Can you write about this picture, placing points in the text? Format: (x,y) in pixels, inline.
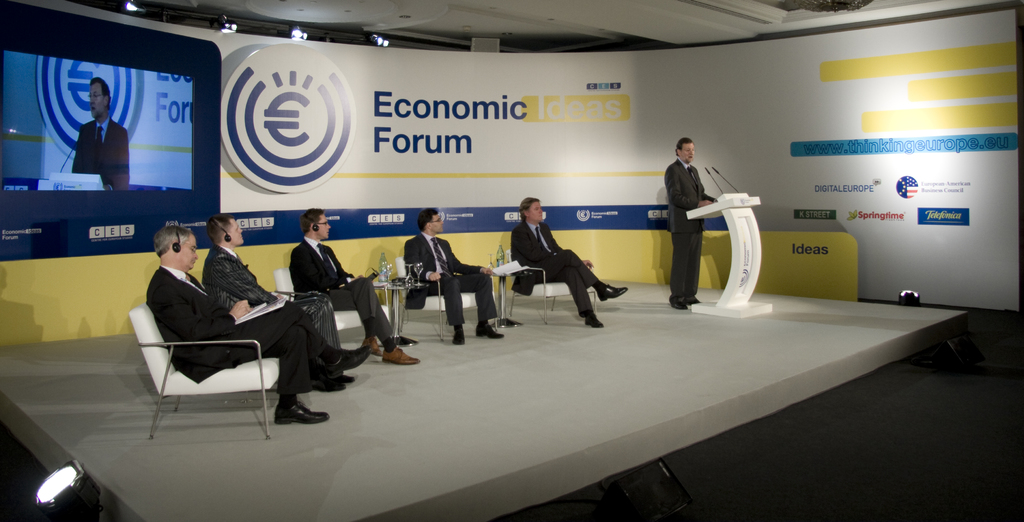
In this image there are people (521,283) sitting on chairs (556,291) and a man (697,245) standing near a podium (726,211), in the background (627,63) there is a wall (607,62), for that wall (752,99) there is some text (943,223) and there is a screen (111,142), at the top (639,10) there is a ceiling (487,5) and lights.
